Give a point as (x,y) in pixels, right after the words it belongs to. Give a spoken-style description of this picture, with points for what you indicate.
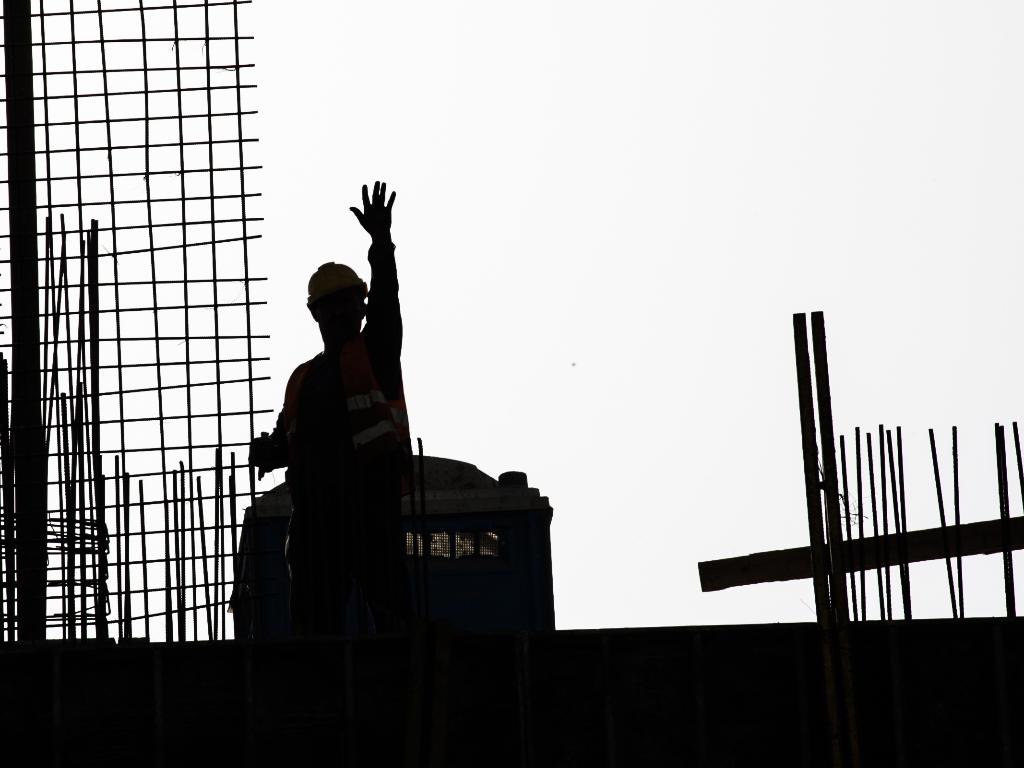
In this picture I see a person (403,493) in front (324,556) and in the background (119,297) I see the rods (62,43) and I see the sky (527,331) and I see that this image is a bit dark.
